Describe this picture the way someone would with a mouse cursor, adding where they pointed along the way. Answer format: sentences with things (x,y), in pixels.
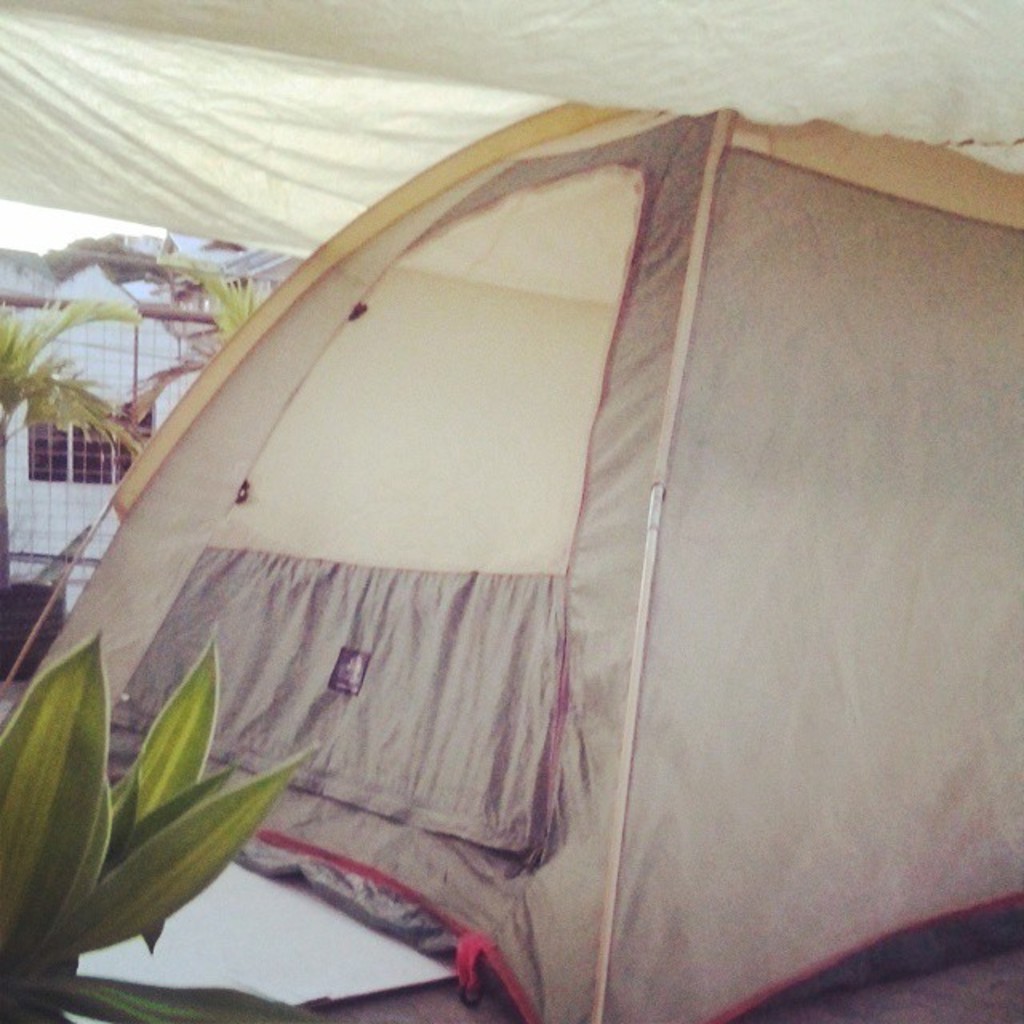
In this image, we can see a tent (880,738). We can see the ground (1021,1011) with a white colored object (203,971). We can also see some plants (106,424). We can see the fence (127,462) and the wall (90,335). We can see the sky (62,229) and a cloth (815,27) on the top (466,52).
